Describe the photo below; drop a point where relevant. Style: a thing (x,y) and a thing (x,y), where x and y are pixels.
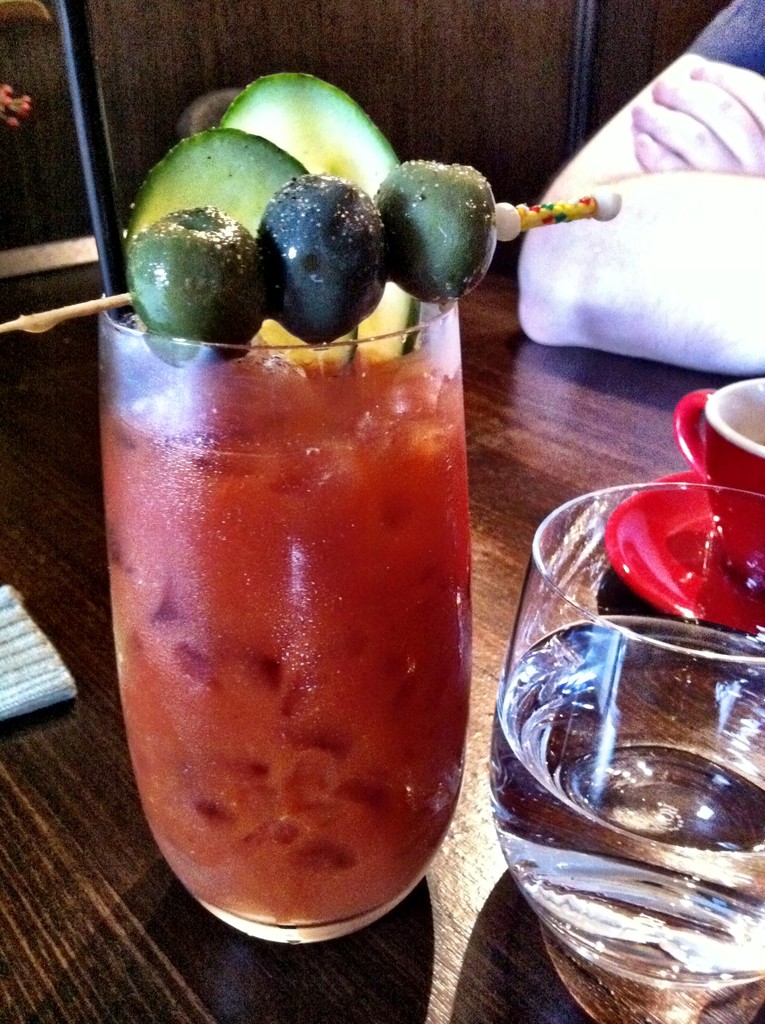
In this image we can see some glasses (304,520) in which there are some drinks (329,497) which are on table (109,893) and in the background of the image (613,246) there is a person's hand (746,140).
